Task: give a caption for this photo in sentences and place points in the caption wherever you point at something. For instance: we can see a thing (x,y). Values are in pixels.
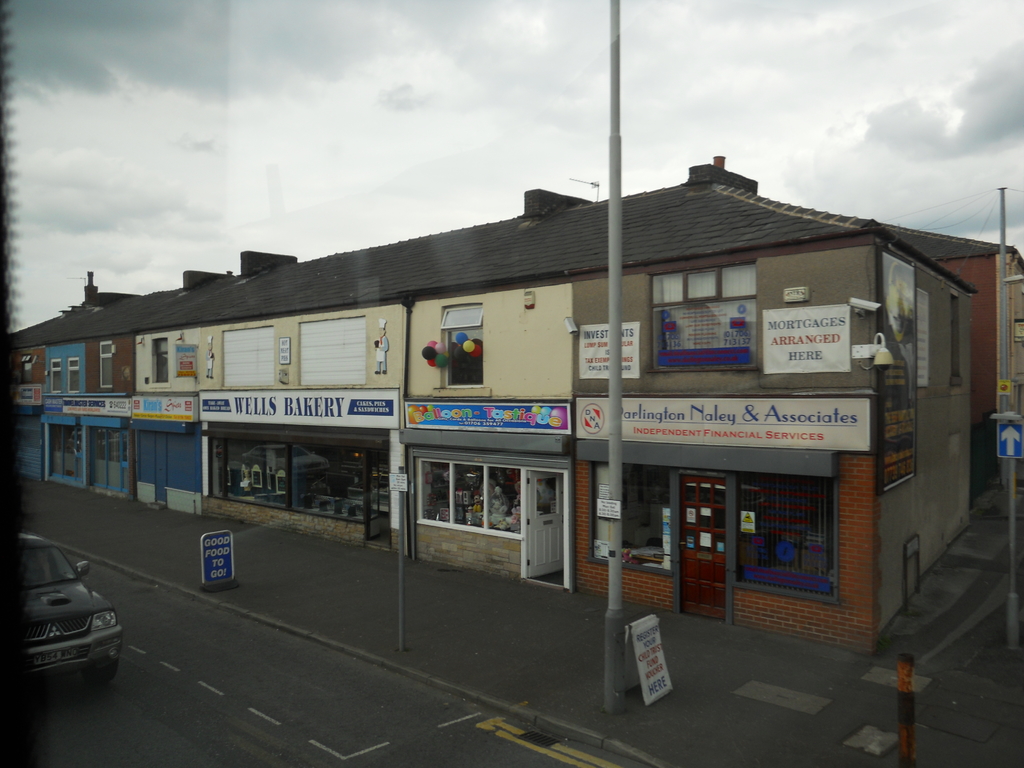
In this image we can see buildings (890,511), boards (715,408), poles (913,656), doors (700,480), and a vehicle (44,595) on the road (252,729). In the background (275,160) there is sky (475,130) with clouds (985,103).
